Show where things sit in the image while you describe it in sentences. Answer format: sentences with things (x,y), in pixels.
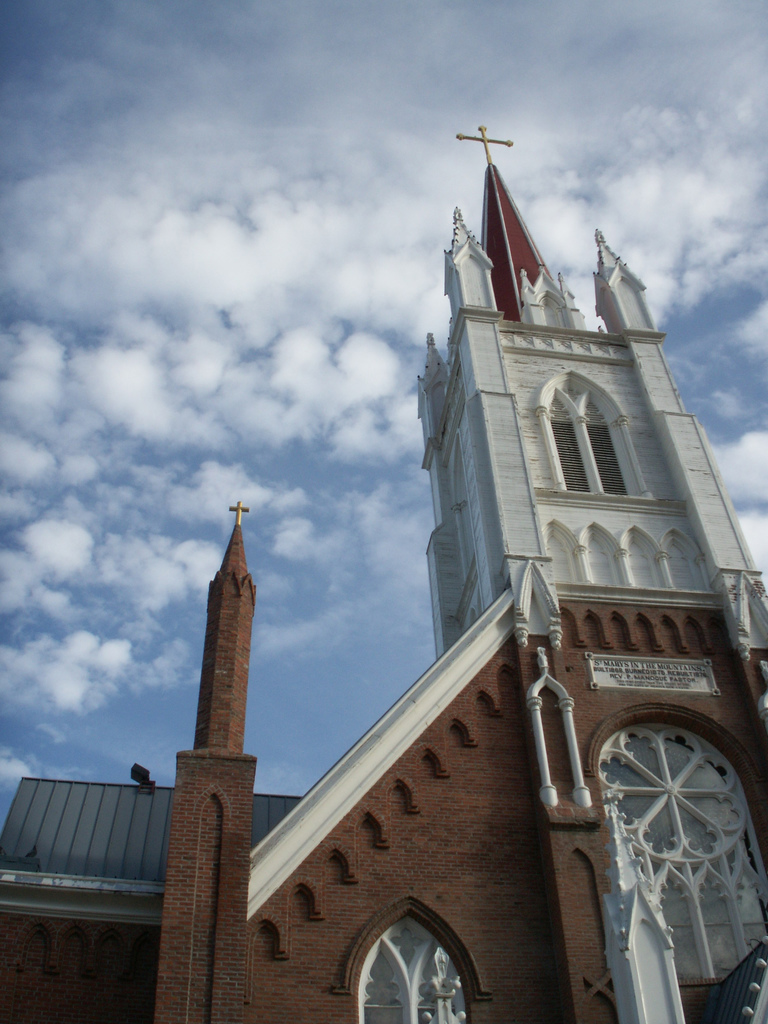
In this image there is a church (497,759). At the top (491,156) there is a cross symbol (507,144). There is the sky (281,360) at the top (259,287).
